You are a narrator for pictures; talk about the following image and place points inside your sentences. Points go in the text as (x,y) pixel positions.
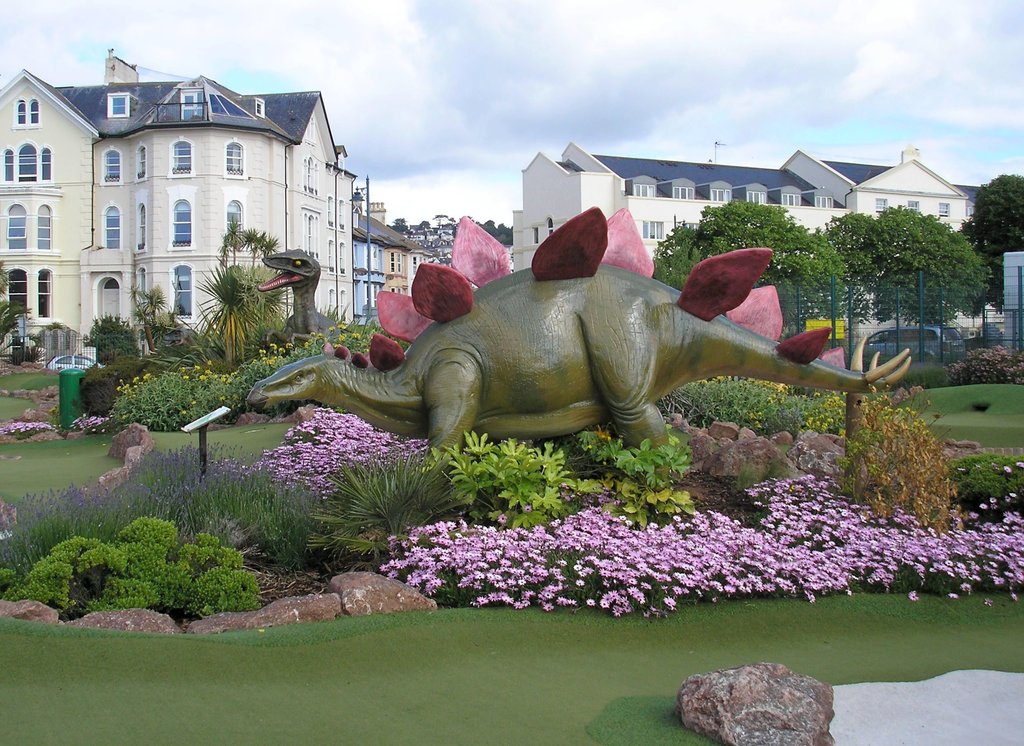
In this image there are dinosaur statues (408,359) on the grassland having plants (288,497) and rocks (291,597). Few plants (469,578) are having flowers (306,481). Left side (68,387) there is a dustbin (61,404). There is a fence (1002,344). Behind there are vehicles (955,341). Background (76,169) there are buildings (67,187) and trees (716,246). Top of the image (657,119) there is sky (593,64) with clouds (742,65).
